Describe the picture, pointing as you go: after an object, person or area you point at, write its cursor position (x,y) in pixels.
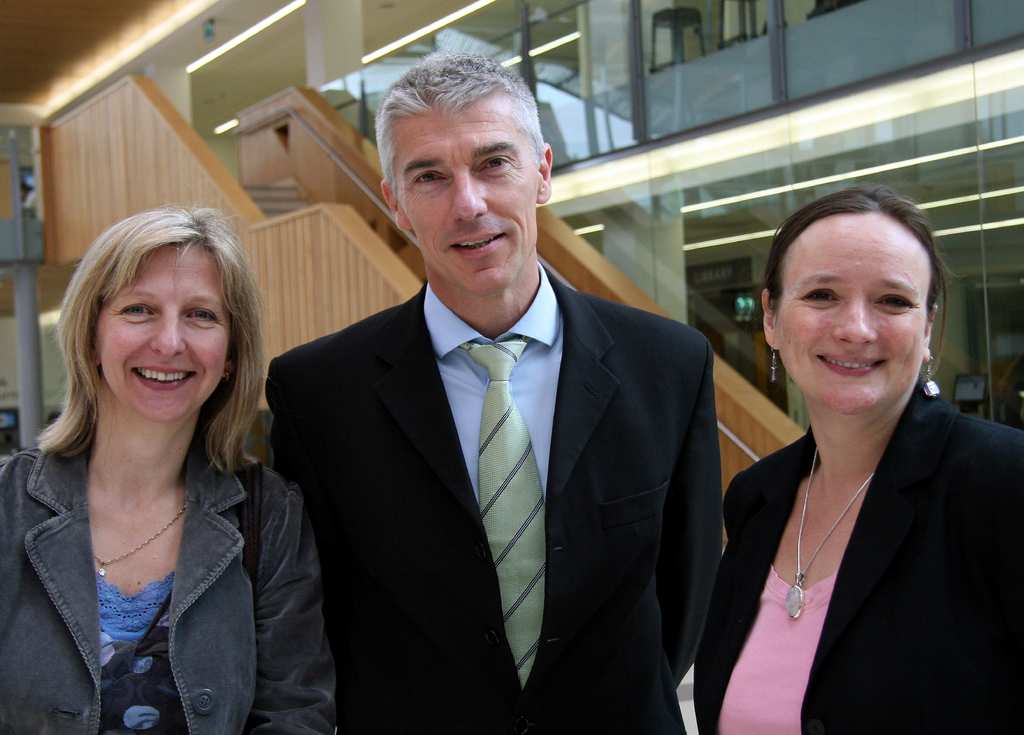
In this image, I can see the man (493,557) and woman (779,578) standing and smiling. These are the glass doors (713,268). I think these are the stairs (316,204) with a staircase holder (356,247). On the left side of the image (33,431), that looks like a pole (27,398).
